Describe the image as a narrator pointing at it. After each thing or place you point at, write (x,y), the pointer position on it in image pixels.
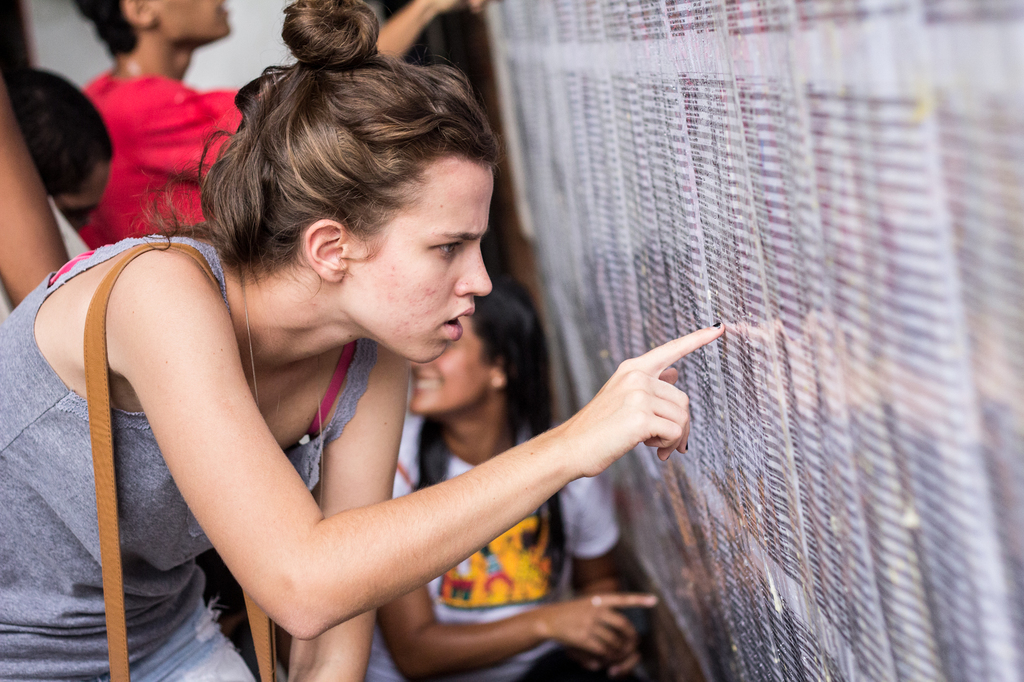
In the center of the image (369,328) we can see a few people (329,371) are in different costumes (335,392). On the right side of the image (796,169), there is a wall (772,185) with some text (675,194). In the background (86,91), we can see it is blurred.
